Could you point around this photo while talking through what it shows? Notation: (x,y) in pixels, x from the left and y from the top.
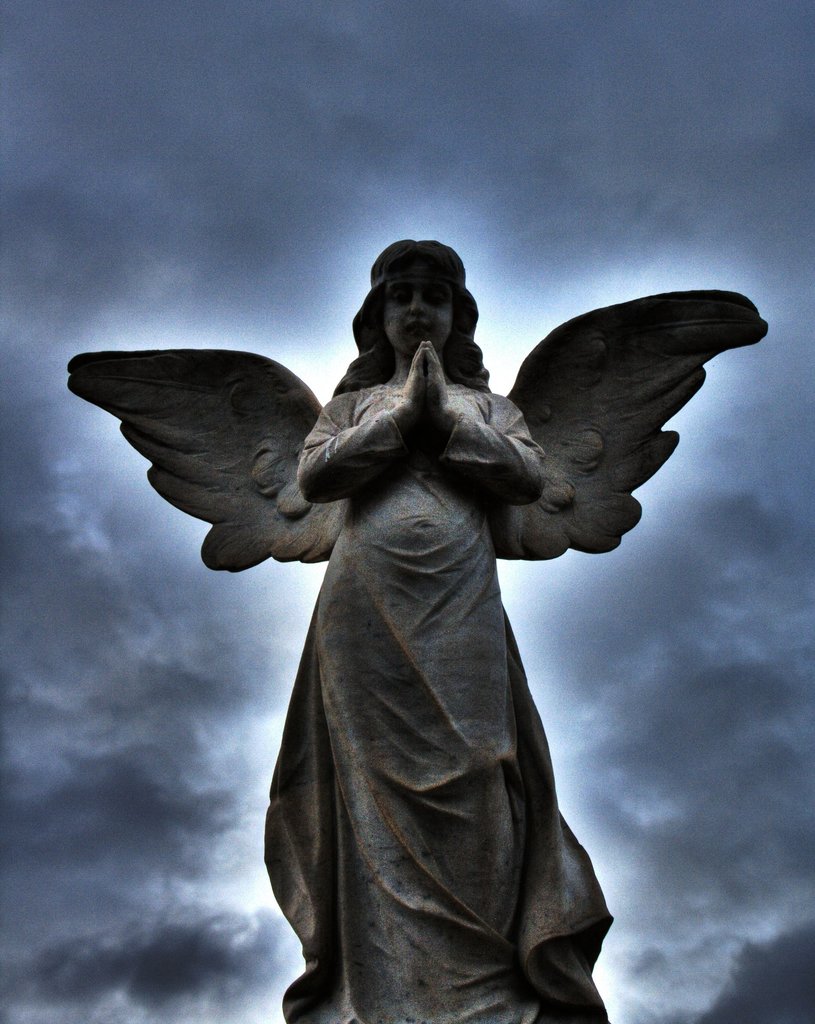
In this image there is a sculpture (441,767) of angel (399,760).
